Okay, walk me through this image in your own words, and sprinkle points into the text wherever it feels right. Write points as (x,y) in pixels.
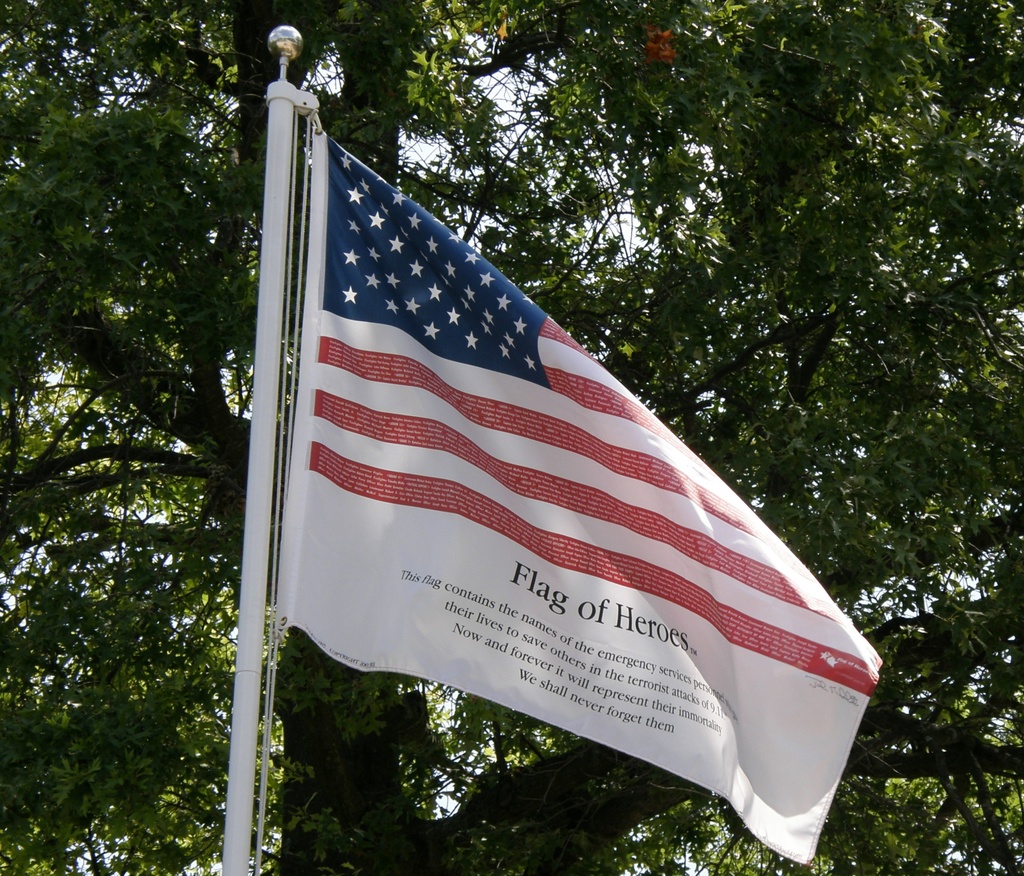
In this image we can see a flag (305,451). In the background (218,290), we can see a tree (942,647). Behind the tree (580,167), we can see the sky (522,118).
